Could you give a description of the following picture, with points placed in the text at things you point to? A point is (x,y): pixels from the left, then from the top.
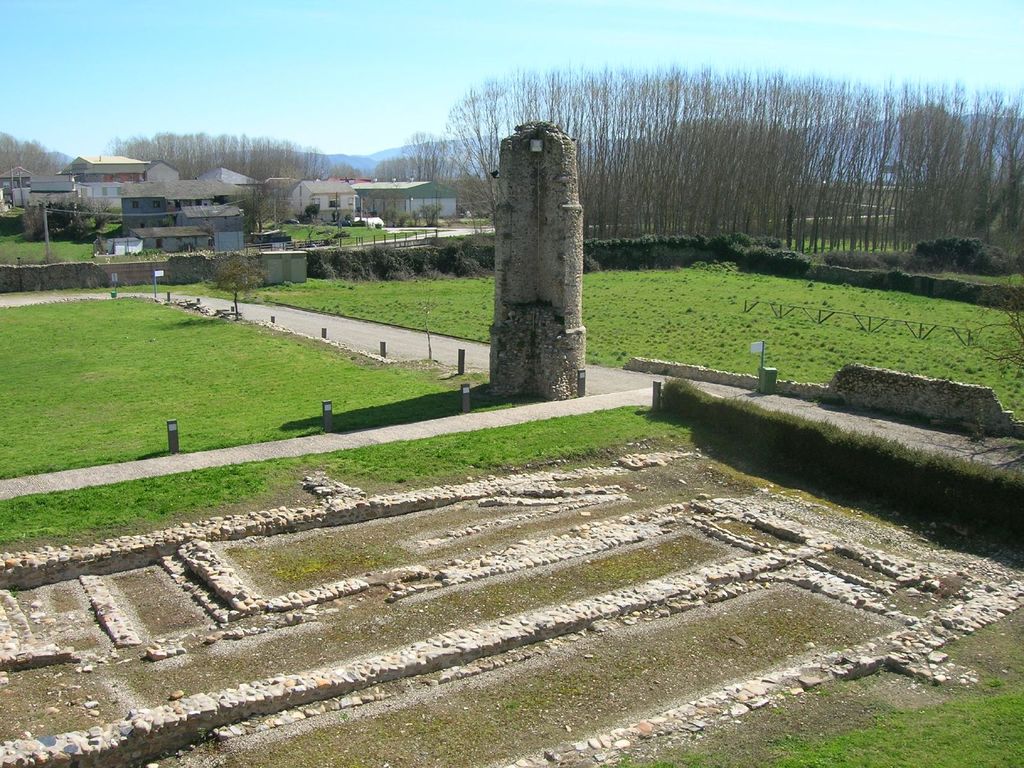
In this image at the bottom (658,633) there is grass (712,752) and some small stones (112,621) and a walkway (600,400), in the center (539,299) there is a pillar (541,211) and in the background (326,177) there are some houses (18,191), trees (916,190) and mountains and also there are some poles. At the top of the image (306,60) there is sky (181,60).
